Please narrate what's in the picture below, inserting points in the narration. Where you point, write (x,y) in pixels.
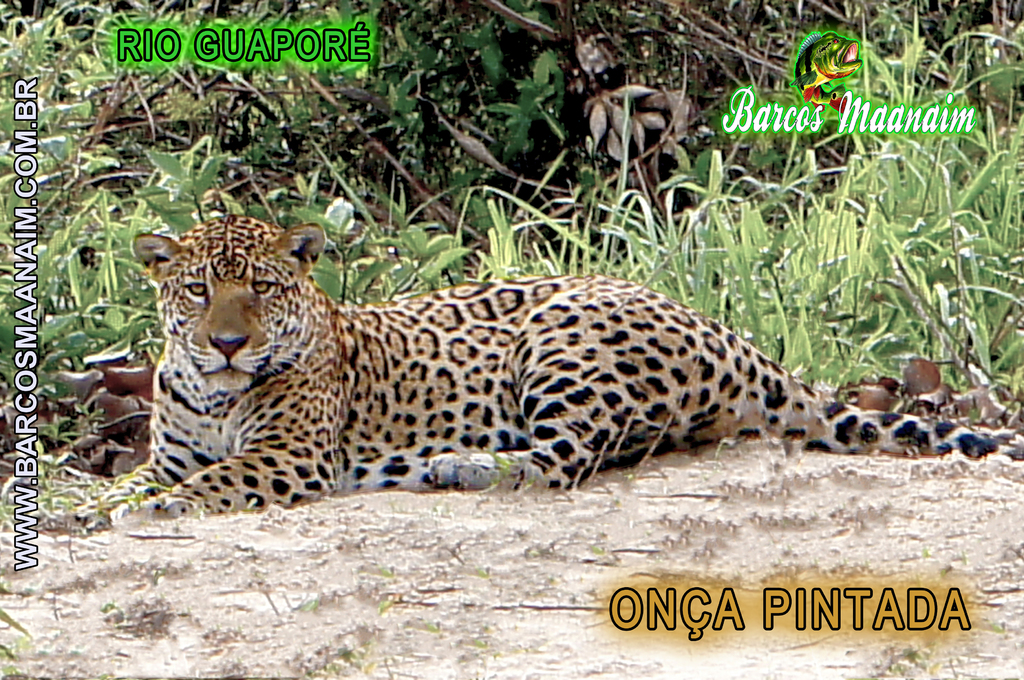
This is an edited image in which there is some text (769,596) and there is an animal (576,380) sitting on the ground (710,507) and there are plants (468,153).
